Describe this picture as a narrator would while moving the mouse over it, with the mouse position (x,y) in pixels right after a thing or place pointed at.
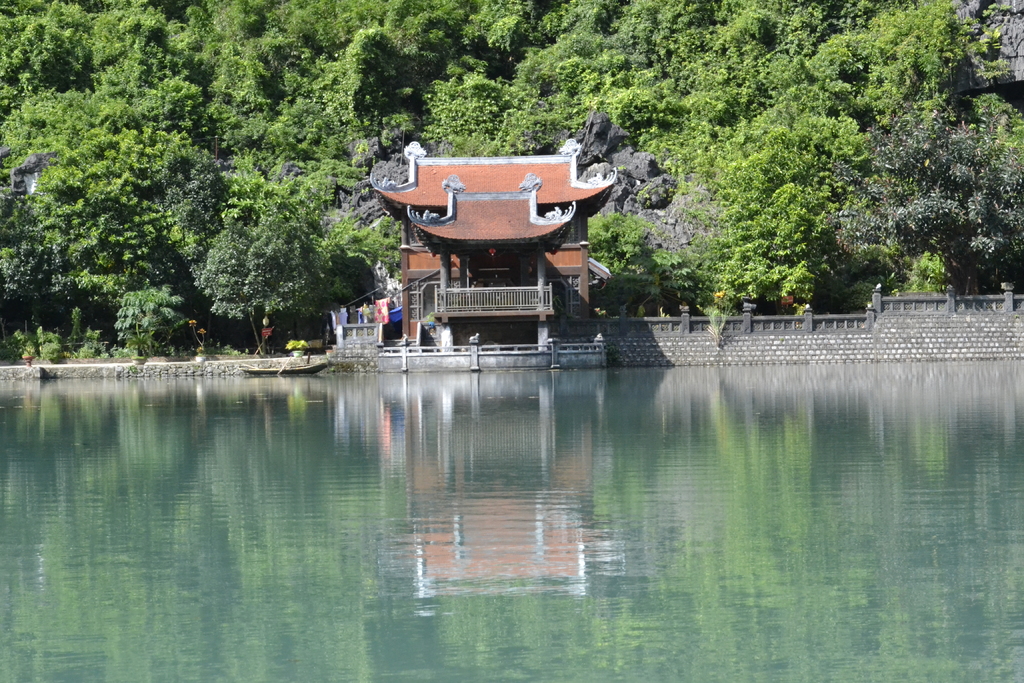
In this image we can see water (372,579) here, this is the building (501,236) even we can see the reflection (501,495) of the building (498,284) in the water (492,510). And on the background (620,42) there are many trees (754,111). And here this is the wall (916,325).
